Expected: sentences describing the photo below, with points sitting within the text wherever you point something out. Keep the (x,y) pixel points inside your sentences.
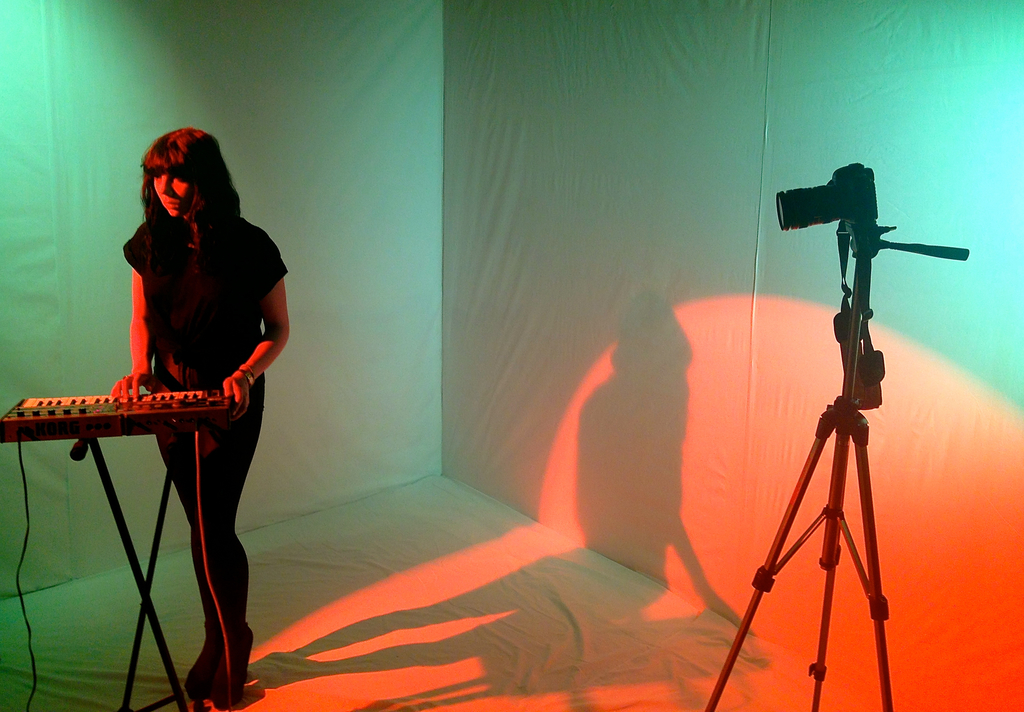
In this image, at the left side (236,389) there is a woman (236,402), she is standing and she is playing a piano (54,440), the piano (72,425) is kept on the black color stand (127,537), at the right side (838,453) there is a black color stand (839,426) and there is a black color camera (859,209), at the background (916,477) there are some curtains (606,171), on that curtains (625,281) there is a shadow (641,413) of a woman (184,461).
